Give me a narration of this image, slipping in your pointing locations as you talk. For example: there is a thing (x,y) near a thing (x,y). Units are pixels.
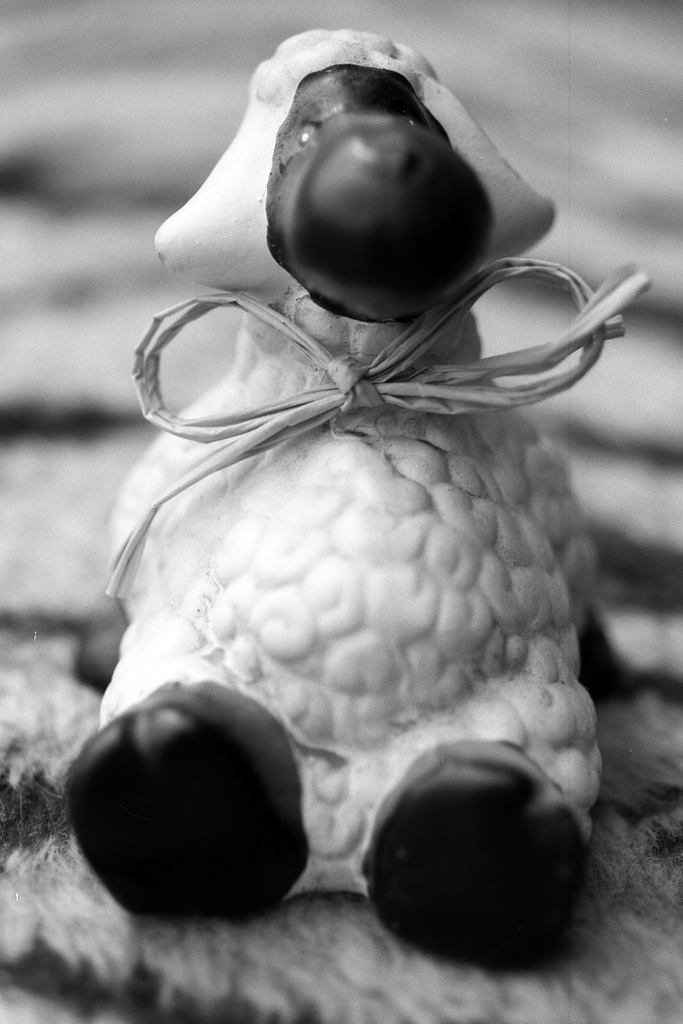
This image consists of a doll (336,547) which is in the center (373,528).
